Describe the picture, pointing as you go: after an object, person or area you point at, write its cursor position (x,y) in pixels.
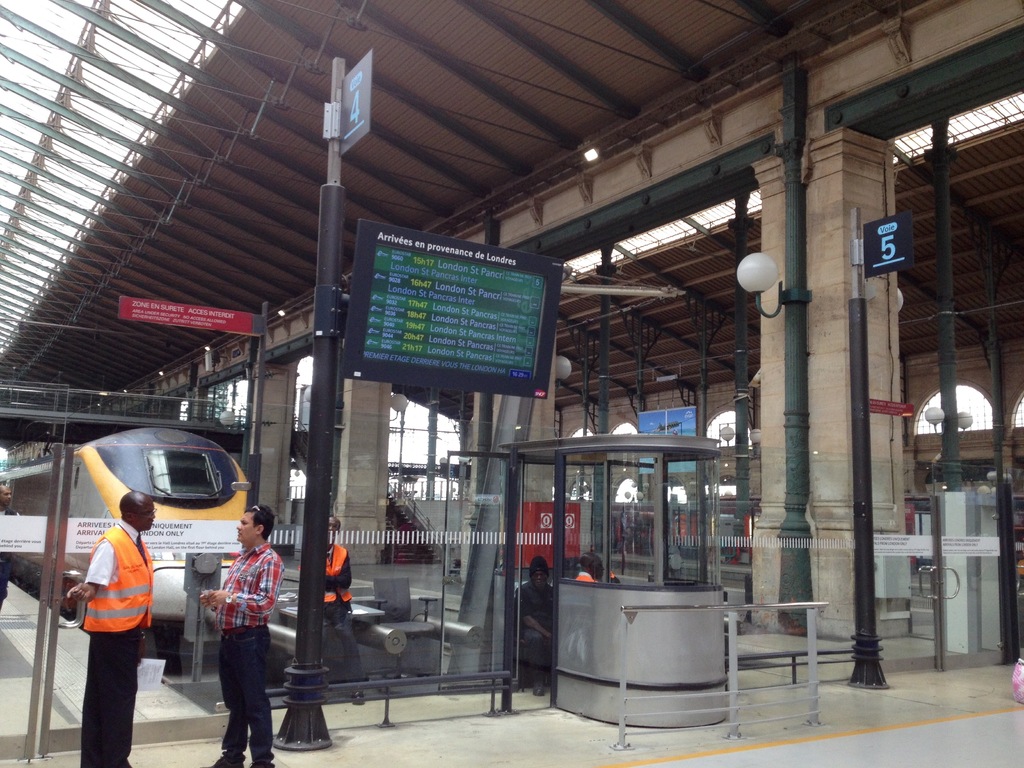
In the foreground of this picture (109,584), there are two persons (116,635) talking to each other in a railway station (173,186). In the background (598,593), we can see glass wall (422,580), cabin (602,545), name board (474,334), light (756,270), pole (804,259), a train (188,487), shed (196,180), and stairs (404,521).
